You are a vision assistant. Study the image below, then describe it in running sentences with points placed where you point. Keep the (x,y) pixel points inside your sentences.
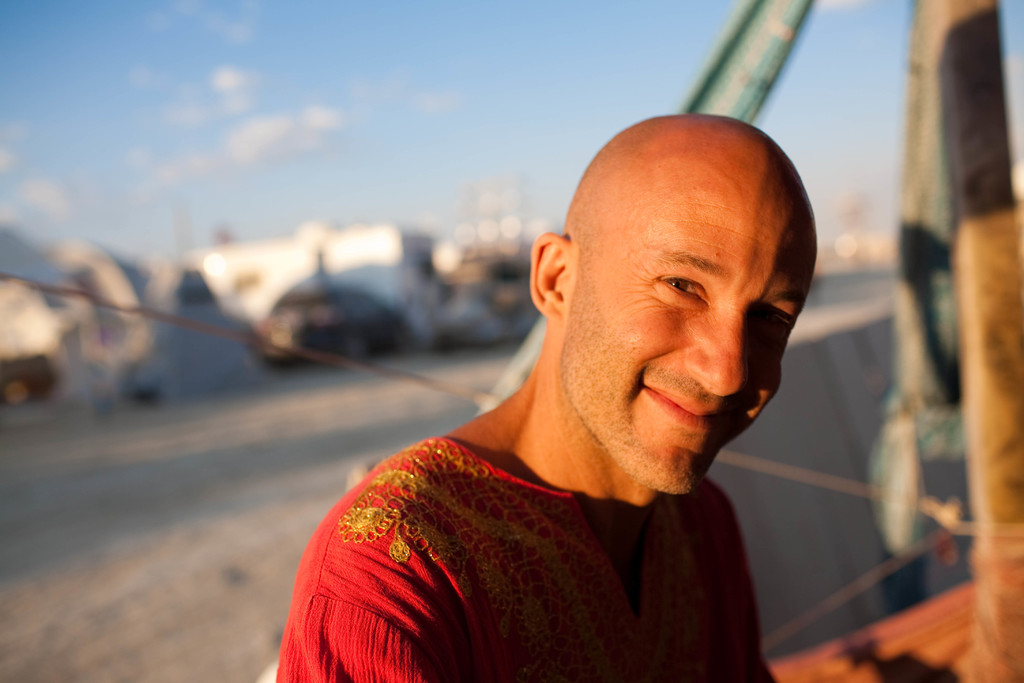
In this image there is a person (671,209) in the foreground (578,501). There is an object (1019,458) on the right corner (903,289). There is a vehicle (282,329) in the background (345,306). There is sky (432,148) at the top (435,162).
